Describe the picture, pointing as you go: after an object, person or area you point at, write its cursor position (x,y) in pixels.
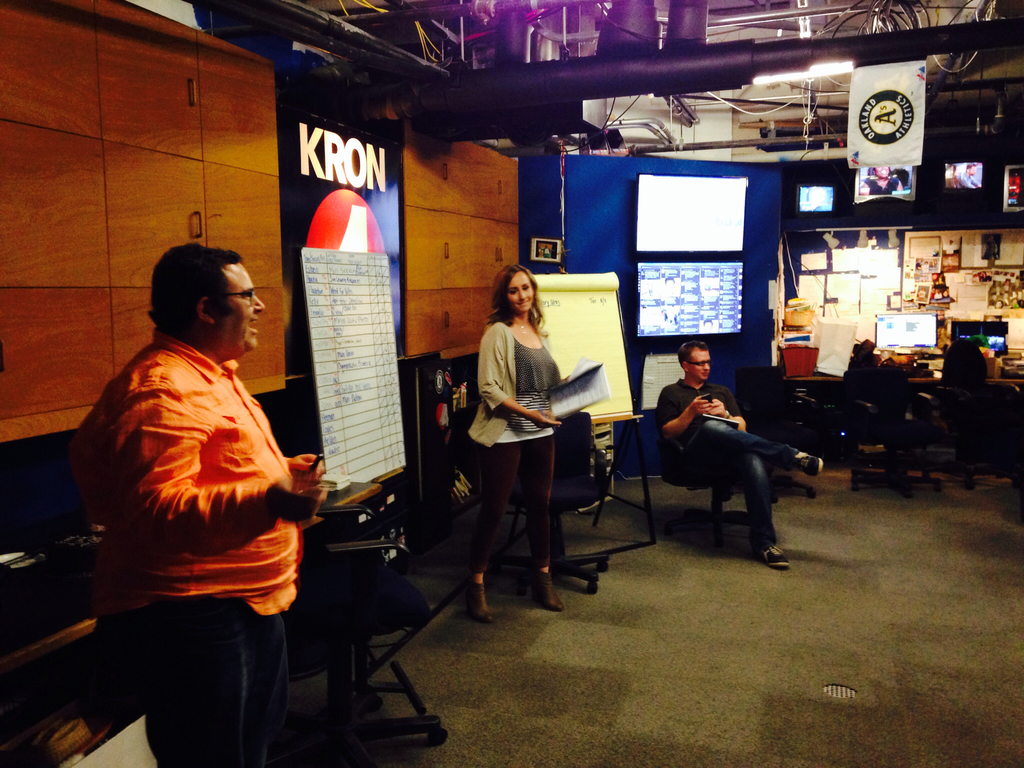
In this image I can see two persons (228,560) standing, a person (715,402) sitting on the chair (675,441), the brown colored wooden surface (237,191), few boards (840,237), few screens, the ceiling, few pipes (836,44), few lights (848,76) to the ceiling (729,116), few papers (934,263) attached to the boards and few other objects (904,130).
